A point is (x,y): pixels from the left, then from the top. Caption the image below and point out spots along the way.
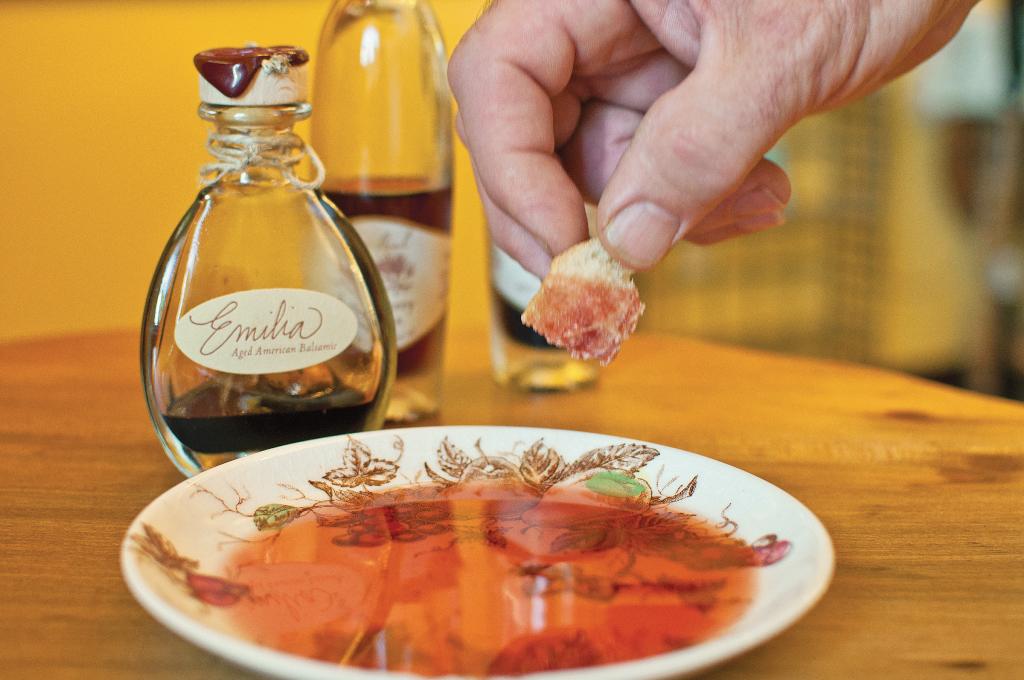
In the center (620,376) we can see table (482,361), on table (174,657) we can see plate (192,494), bottles (277,304) and human hand (525,5). In the background (23,67) there is a wall (74,128).
